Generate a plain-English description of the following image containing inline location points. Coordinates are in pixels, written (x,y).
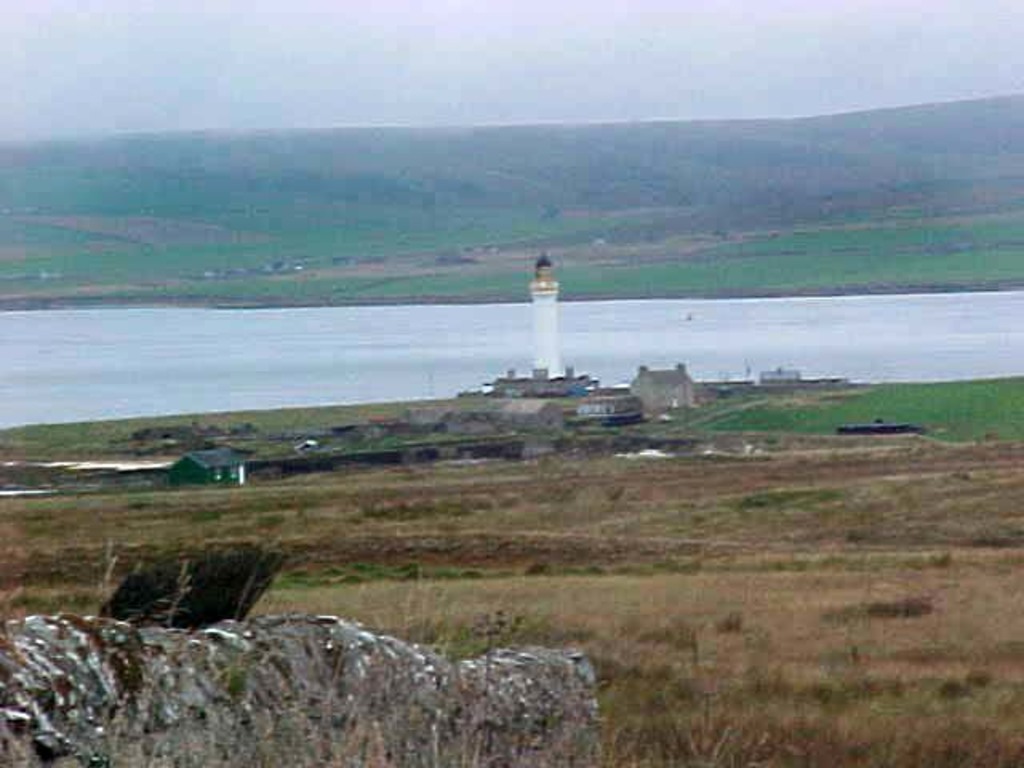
On the left side (195,695), there is a wall (183,709). On the right side (892,617), there's grass (864,620) on the ground (864,620). In the background (569,382), there are a white color tower (546,334), buildings (587,377) and grass (732,397) on the ground (897,504), there is water (422,317), there is a mountain (762,126) and there are clouds (710,99) in the sky (624,106).
